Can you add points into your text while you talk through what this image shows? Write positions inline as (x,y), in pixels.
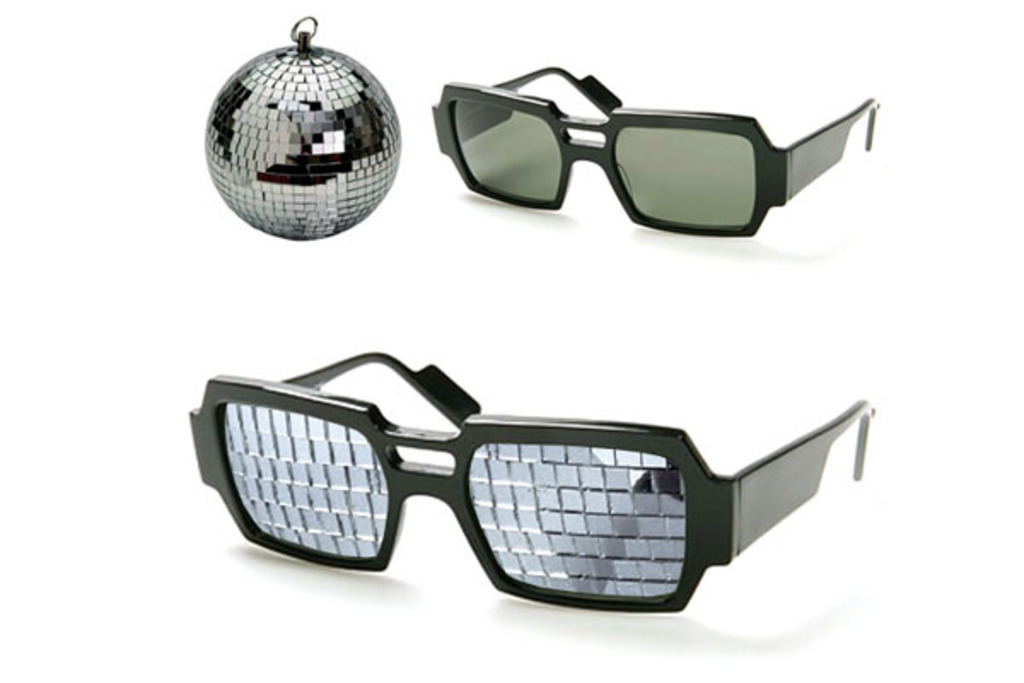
At the bottom of this picture (386,463) we can see the goggles (522,462) placed on a white color surface (181,622). At the top (251,158) we can see a small ball (290,149) and a goggle (539,145). The background of the image (28,282) is white in color.
